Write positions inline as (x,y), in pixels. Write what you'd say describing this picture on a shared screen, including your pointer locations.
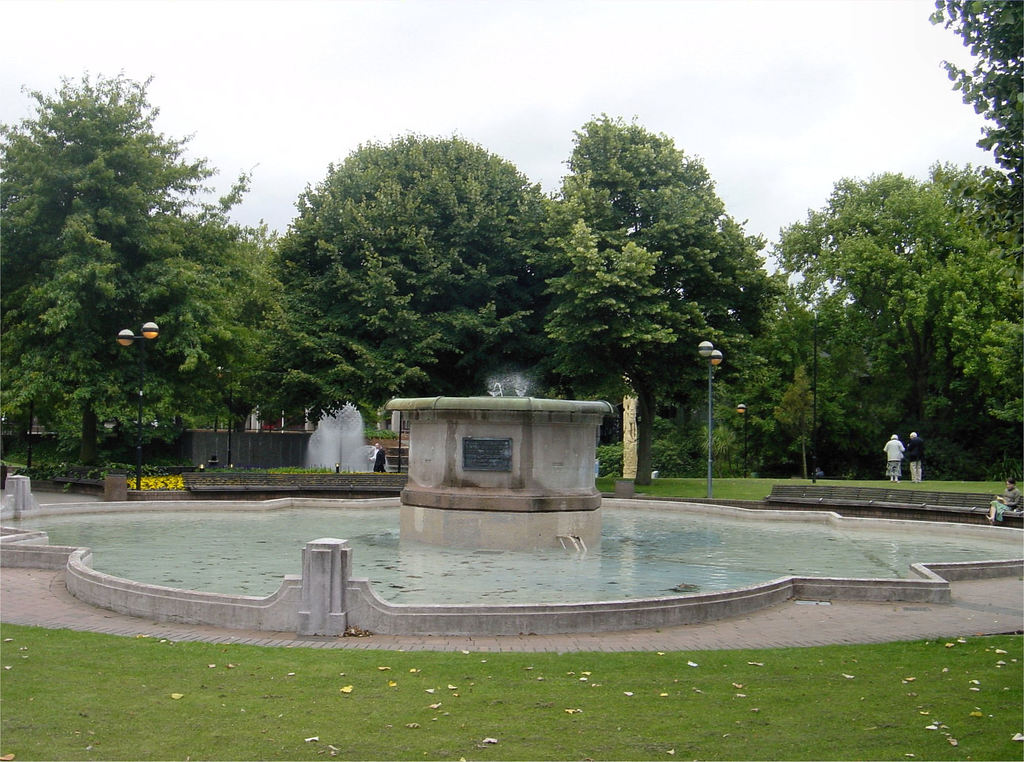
In the background (509,107) we can see sky (570,105), trees (595,215), plants (681,422), persons (1011,479), lights (722,360) with poles (814,458). This is a water fountain (416,429). At the bottom (489,726) we can see grass (516,730).
